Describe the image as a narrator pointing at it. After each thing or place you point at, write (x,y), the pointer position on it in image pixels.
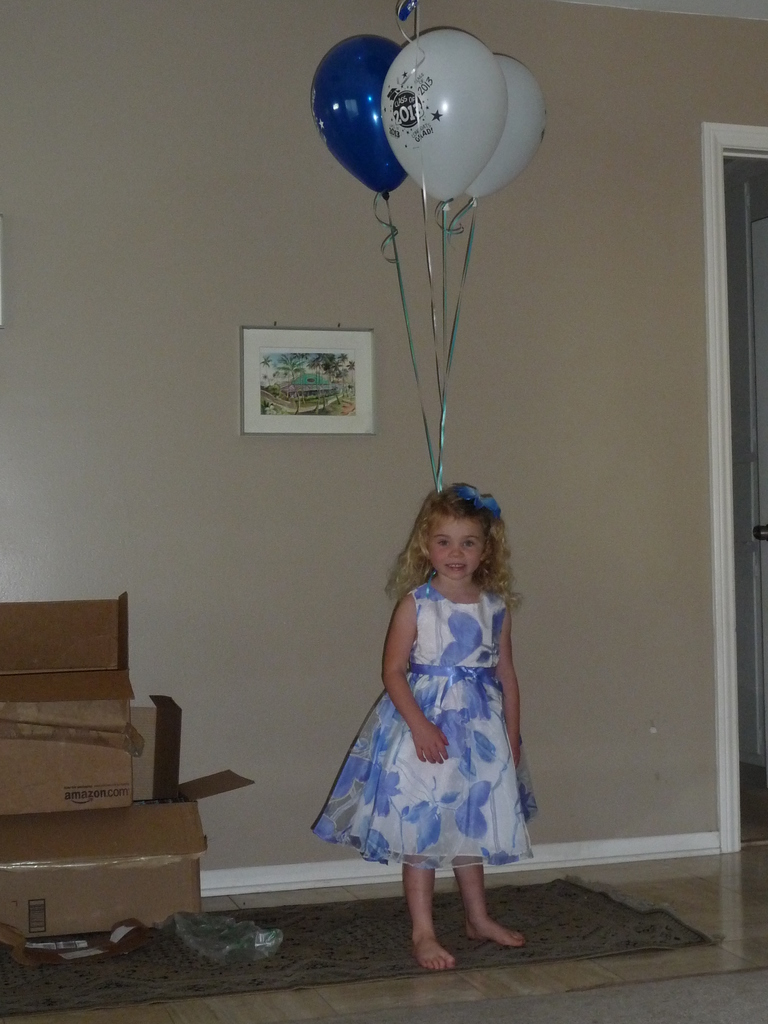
In this image we can see a kid (446,652) wearing blue and white color dress (467,641) also wearing headband (474,500) which is of blue color to which some balloons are tied and in the background of the image (399,303) there are some cardboard boxes (5,874), a wall (199,181) to which painting (255,431) is attached and on right side of the image (759,556) there is a door (759,579).
